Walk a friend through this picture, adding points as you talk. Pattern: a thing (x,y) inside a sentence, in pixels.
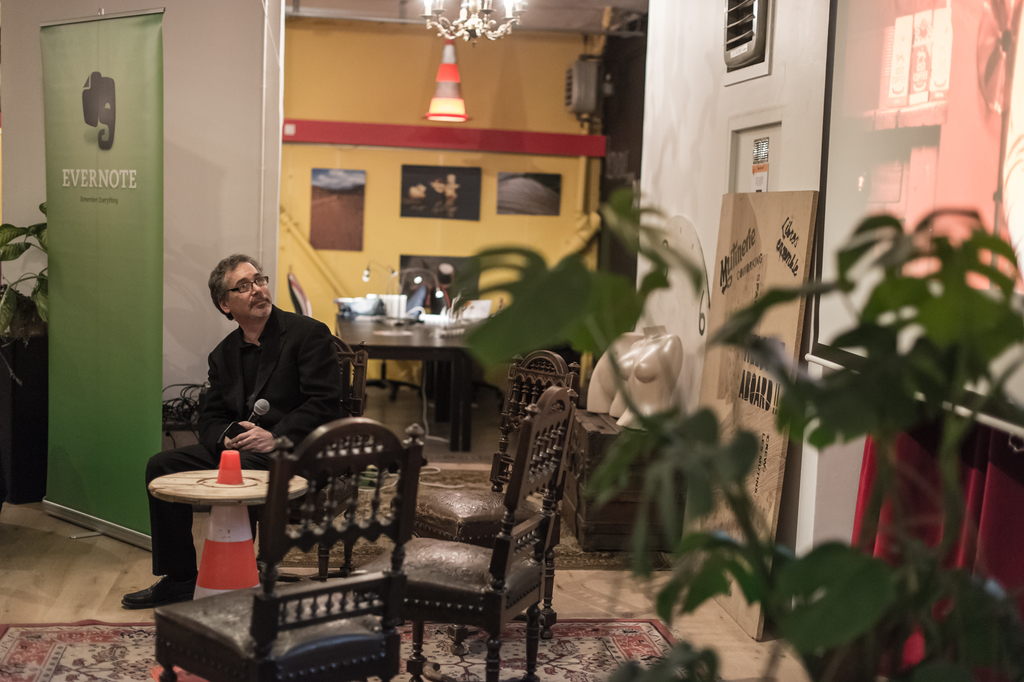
In this picture we can see a man (259,452) sitting on the chair (348,406). He hold a mike (265,401) with his hand (244,447). And this is the table (234,513), on the table (224,498) we can see some bowls (362,301). And there is a light (453,76). Here we can see a banner (121,499). And these are the plants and this is the floor (81,604). And in the background (363,109) we can see a yellow colored wall (393,119) and there are some frames (420,205) on the wall (507,227).
